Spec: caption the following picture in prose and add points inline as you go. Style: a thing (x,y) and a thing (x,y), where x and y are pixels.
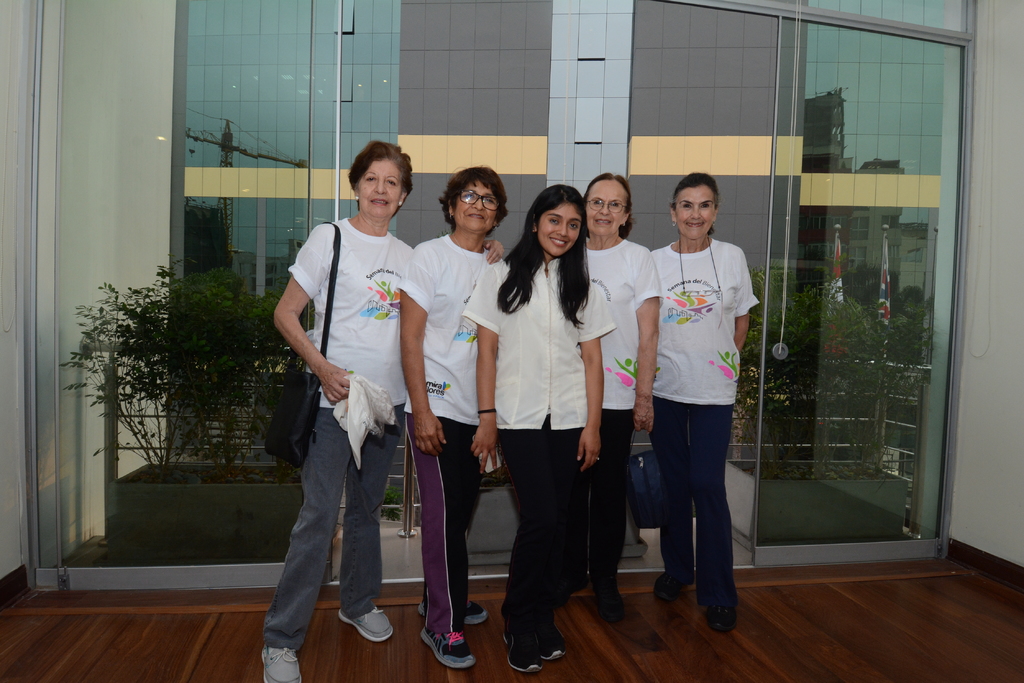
In this image there are group of persons (537,362) standing and smiling. In the background (327,128) there are plants (192,433) and there is glass (274,177). On the right side (806,255) there is reflection (850,365) of the flags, buildings (818,246) and plants (815,340) on the glass (825,312) and there is a reflection (846,408) of the railing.
